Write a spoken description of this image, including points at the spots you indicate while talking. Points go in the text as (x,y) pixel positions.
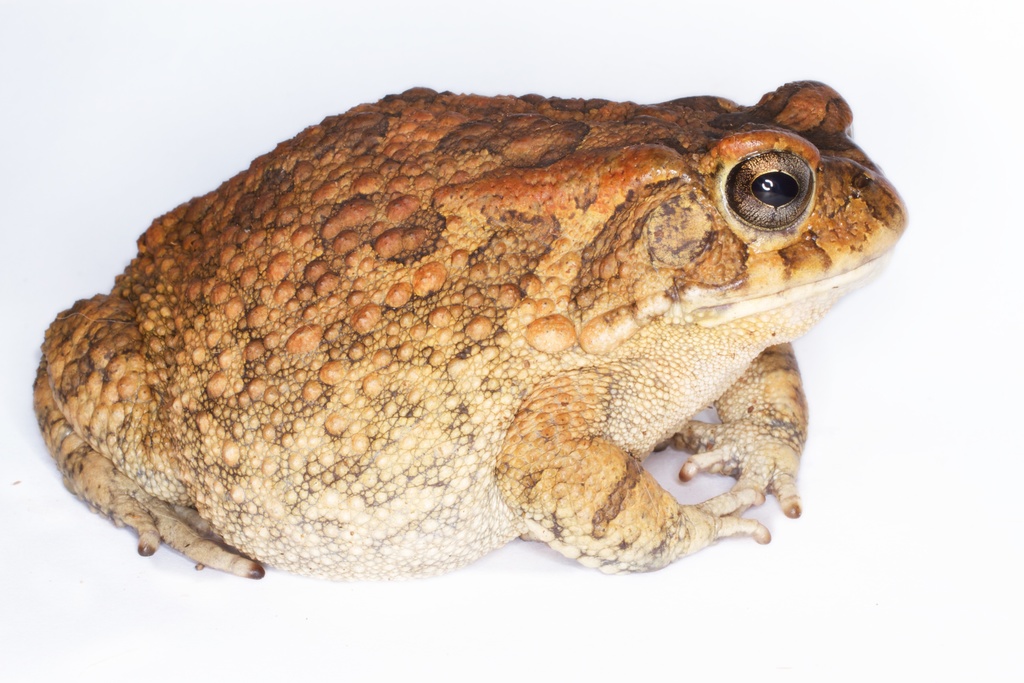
In this picture I can see a frog (368,172) it is brown and white in color and I can see white color background (29,38).
